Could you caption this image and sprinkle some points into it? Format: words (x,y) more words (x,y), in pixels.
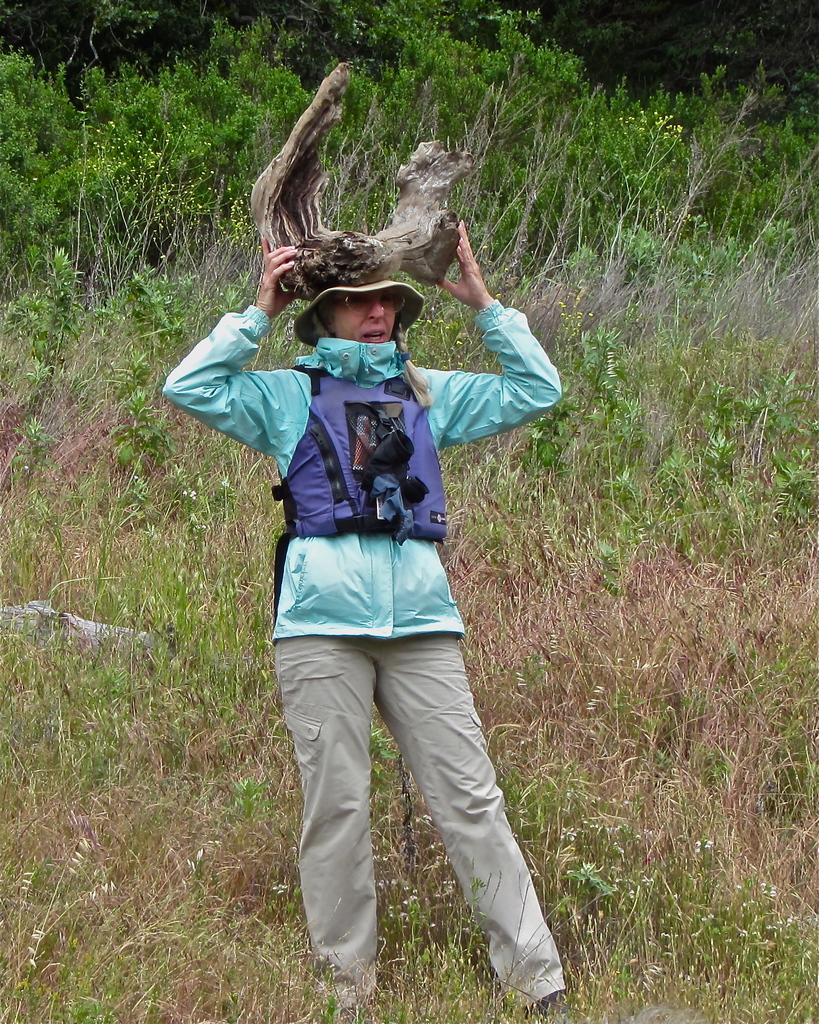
In this image I can see a person (429,445) standing wearing green, blue and cream color dress (332,553) and holding some object (447,173). Background (624,292) I can see grass (223,563) and trees (20,74) in green color.
